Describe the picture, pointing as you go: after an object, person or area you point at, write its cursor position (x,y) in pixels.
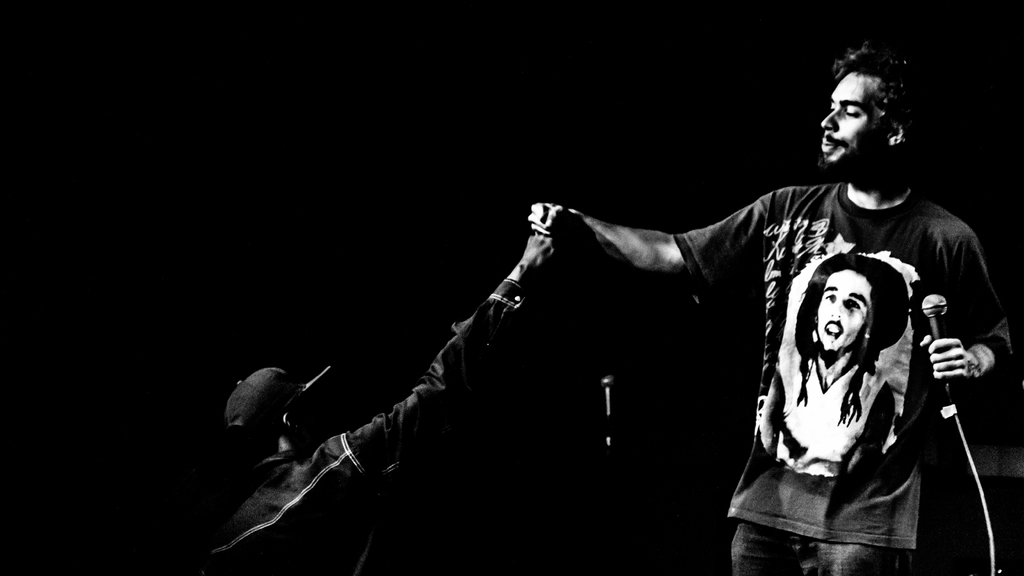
In the image in the center (606,230) we can see two persons (893,252) were standing and they were holding their hands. And the right side person (910,313) is holding a microphone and the left side person (280,401) is wearing a cap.
